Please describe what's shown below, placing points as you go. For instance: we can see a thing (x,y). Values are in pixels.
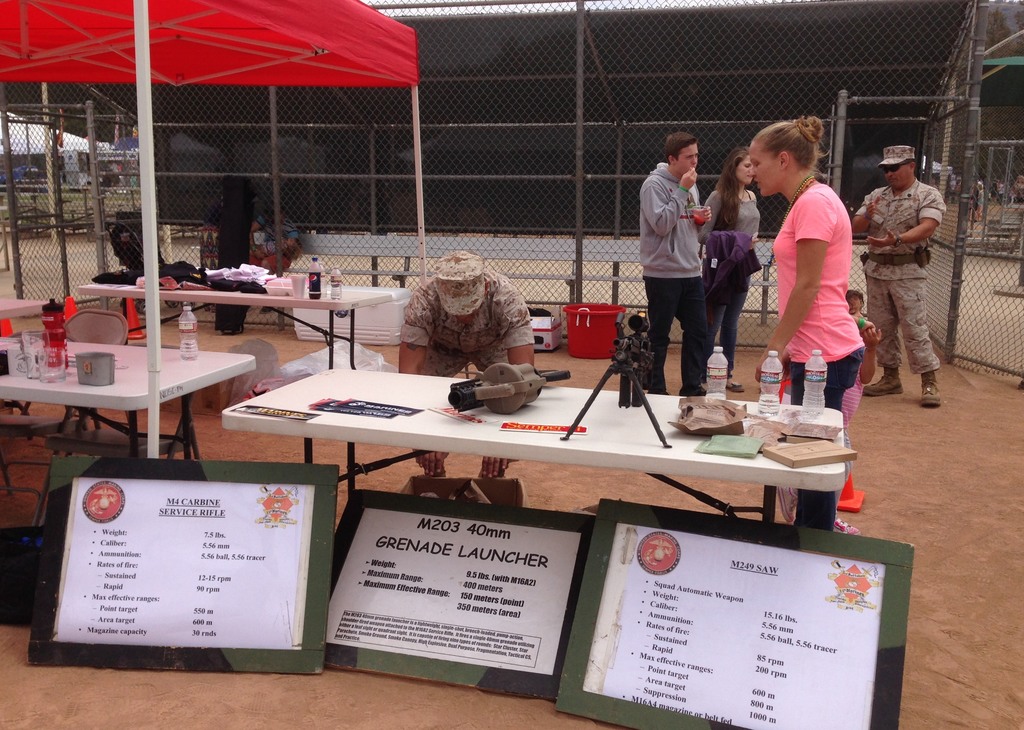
In the right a woman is standing. There are water bottles (816,399) on the table (617,426) on the left (103,61) is an umbrella (217,35) there are boards (496,678) in the middle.
